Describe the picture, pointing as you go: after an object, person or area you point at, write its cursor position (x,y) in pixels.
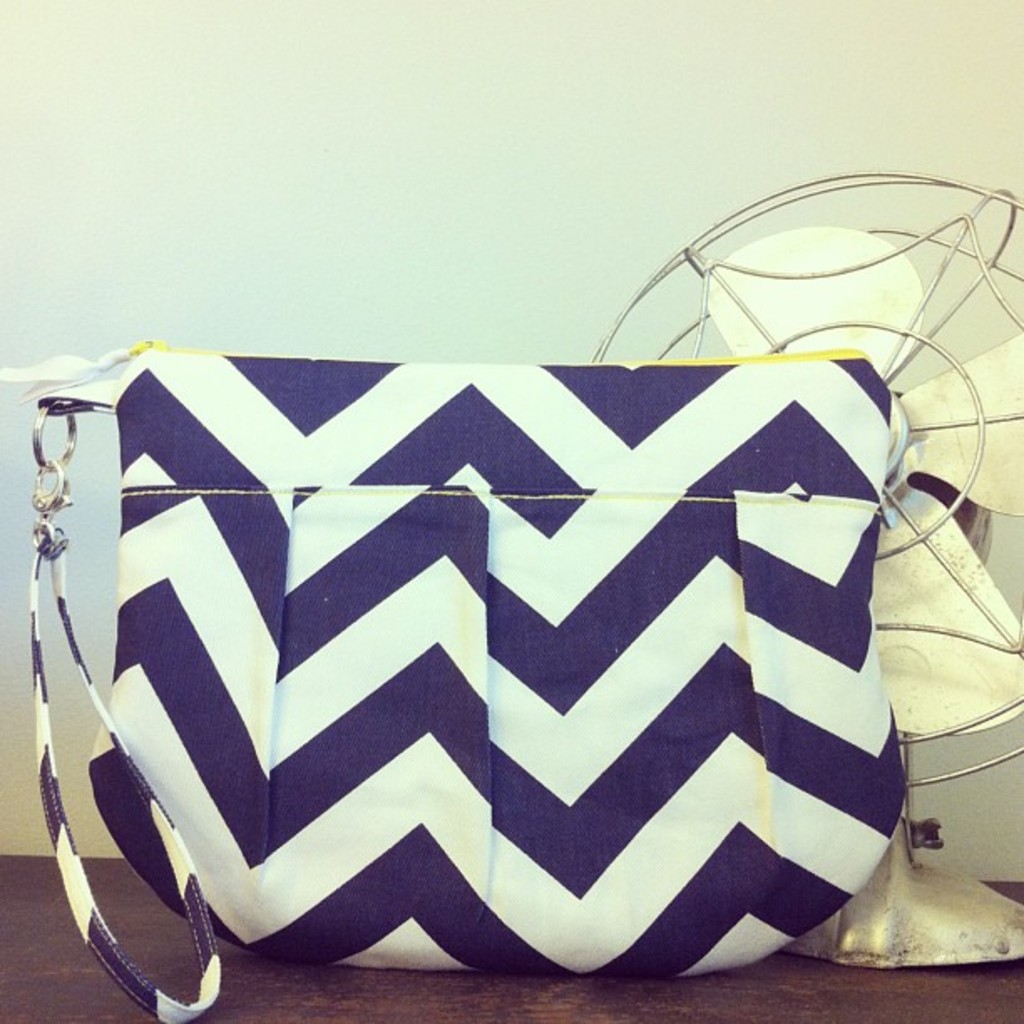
In this picture we can see blue and white lines bag (499,451) with chain (41,456), strap (110,723) to it and aside to this bag (721,549) we have a table fan (908,600) and this two are placed on a table (325,982).
